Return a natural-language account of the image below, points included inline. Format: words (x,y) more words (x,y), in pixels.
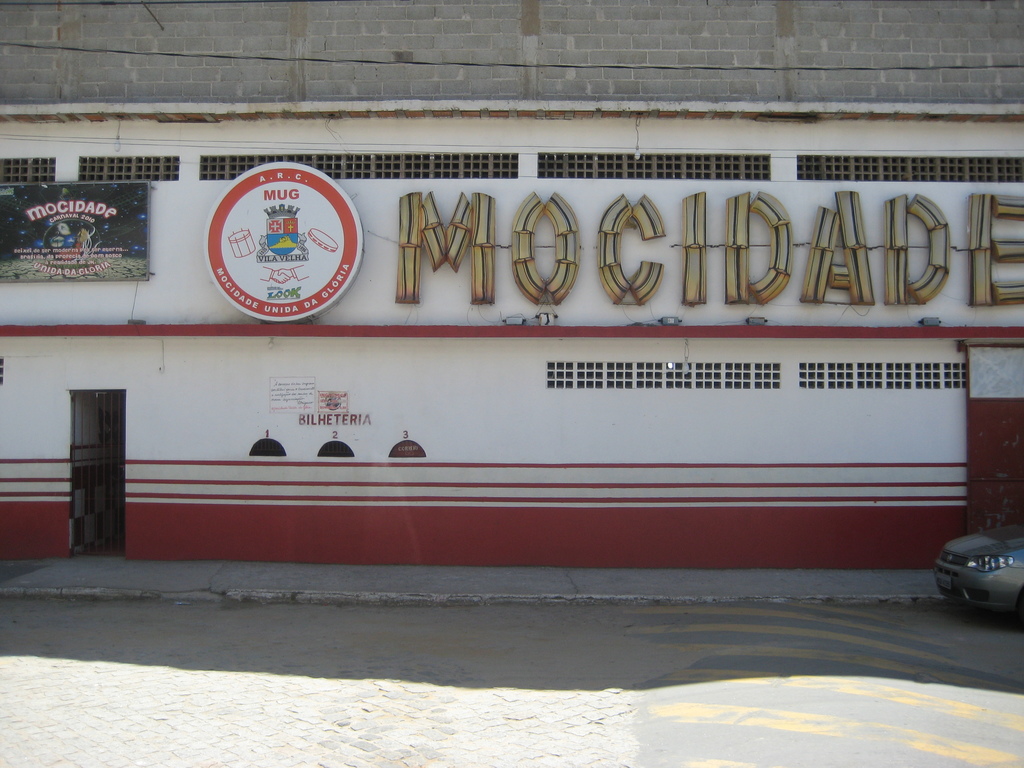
In this picture we can see a vehicle (969,599) on the road (994,631). Behind the vehicle (1013,594), there's a wall (428,378) with a name board (450,262), logo (248,285), door (109,499) and other things (109,218).
